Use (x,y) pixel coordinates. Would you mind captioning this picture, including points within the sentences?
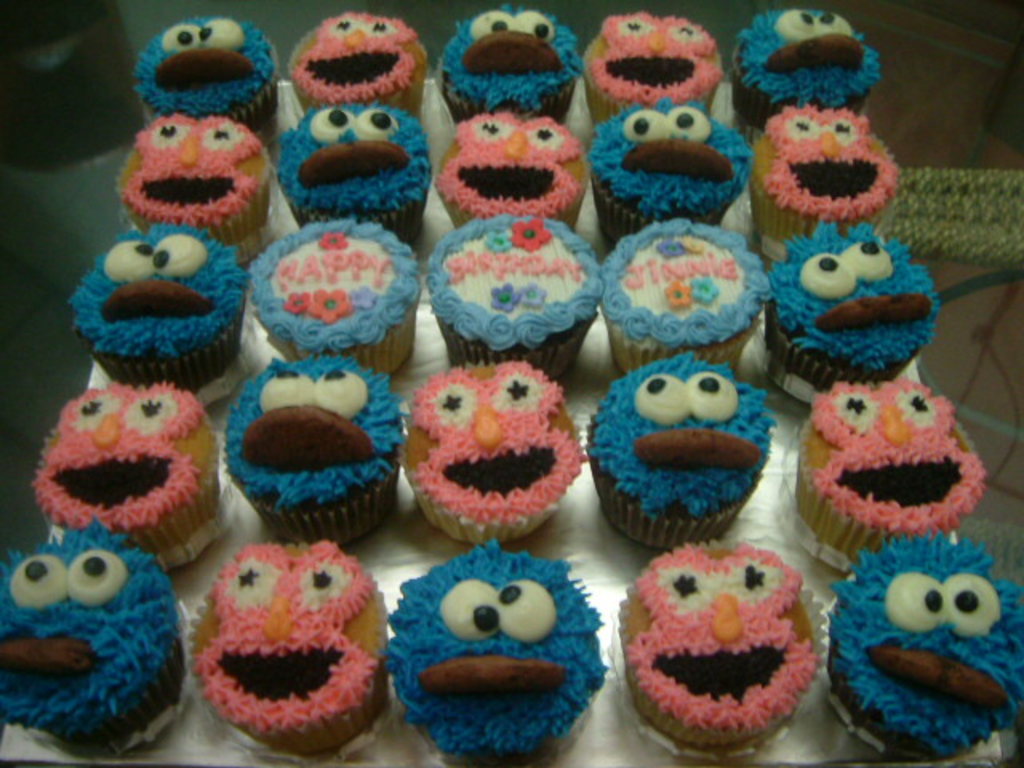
In this image, we can see some cupcakes (615,427) on an object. We can also see some objects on the right (1009,280). We can also see an object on the left (12,359).
